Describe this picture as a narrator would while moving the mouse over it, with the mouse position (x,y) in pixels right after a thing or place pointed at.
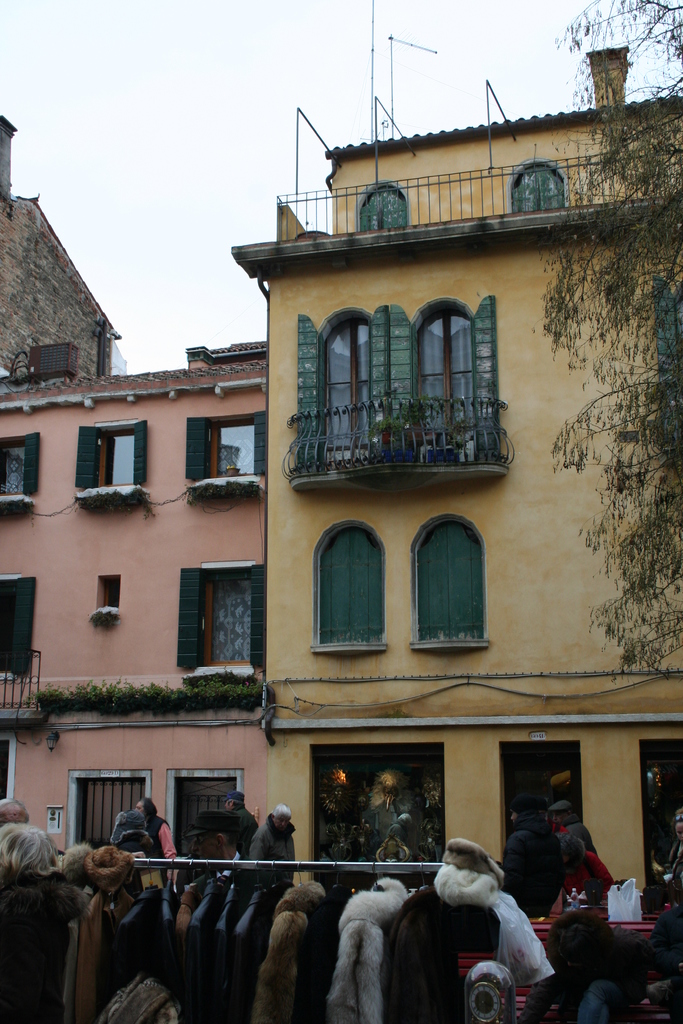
In this image few clothes (308,916) are hanging to the metal rod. Right bottom few people (580,944) are sitting on the bench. Few people (35,860) are on the pavement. Right side (661,169) there is a tree (673,229). Background (608,586) there are buildings (73,317). Top of the image (209,146) there is sky (189,95).
